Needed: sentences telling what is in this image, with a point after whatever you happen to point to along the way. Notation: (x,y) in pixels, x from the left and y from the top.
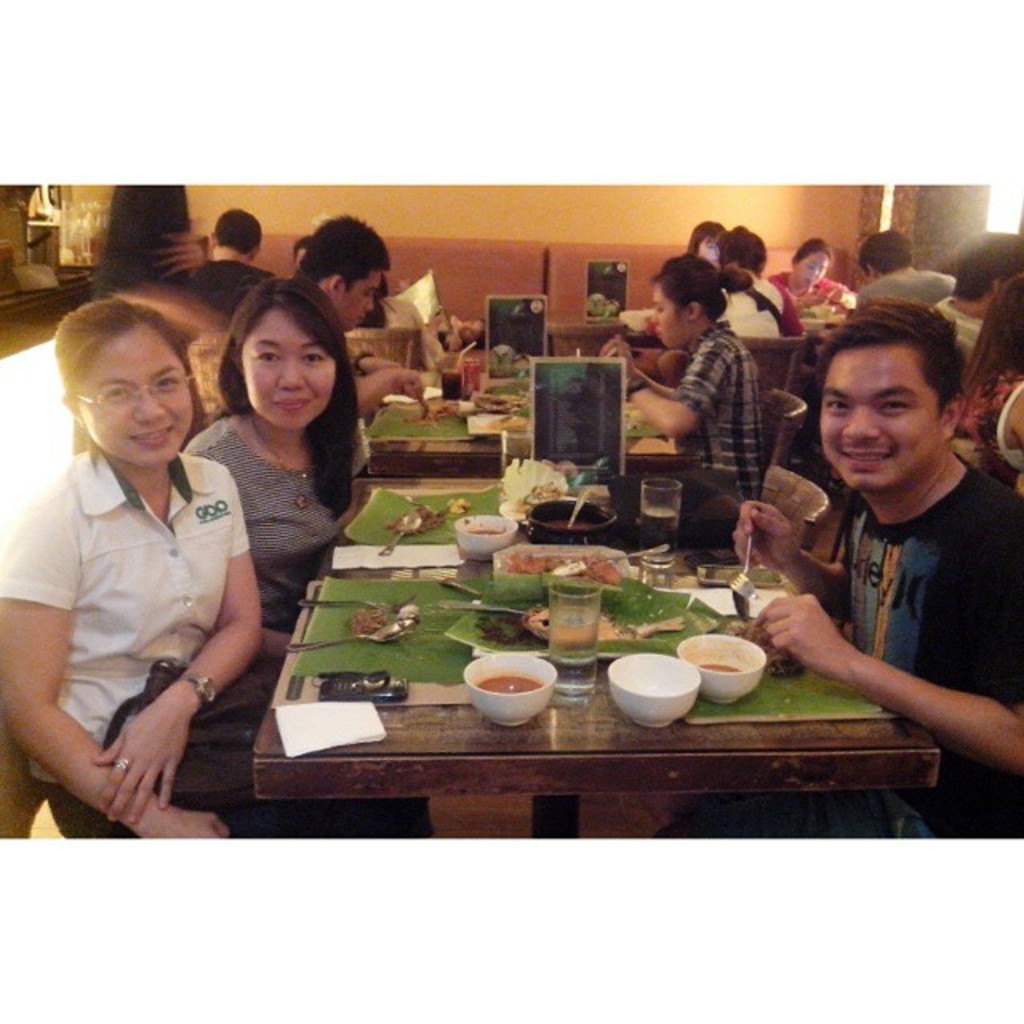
In this image I can see number of people (931,710) are sitting on chairs (765,365), I can also see smile on few faces (130,428). Here on this table (741,778) I can see few bowls (668,707) and few glasses (556,614).
